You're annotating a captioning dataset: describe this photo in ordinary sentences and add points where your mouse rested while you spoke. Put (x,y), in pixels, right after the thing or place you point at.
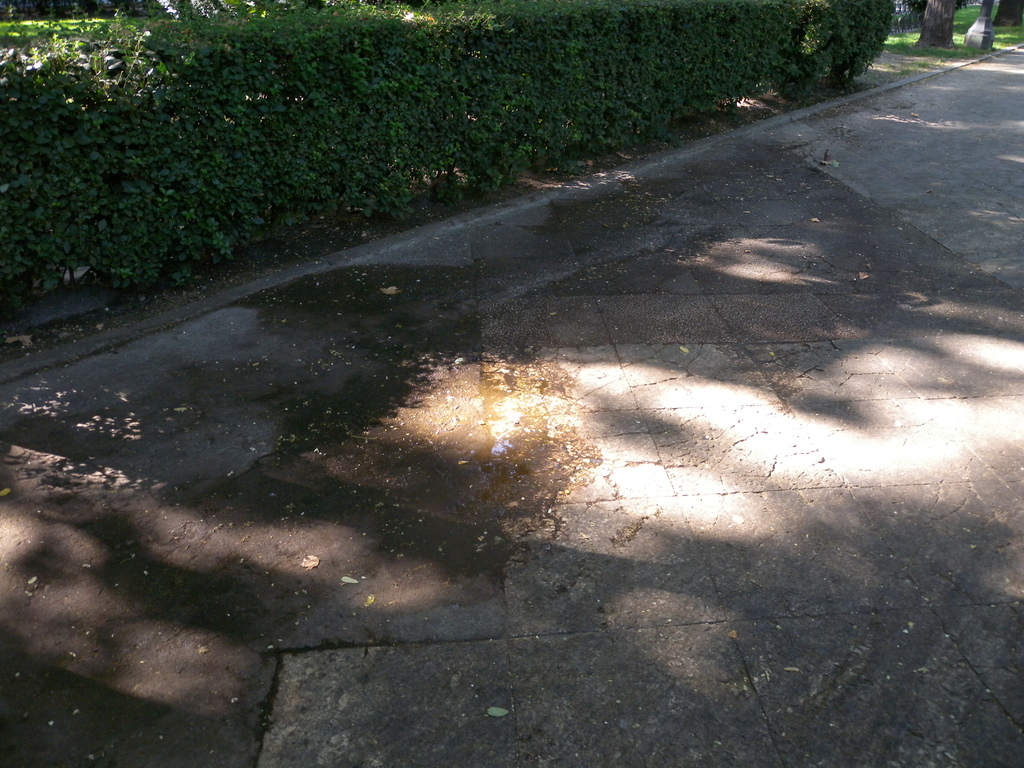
In this image there is a road (671,357), beside the road (368,271) there are trees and plants (442,128).
